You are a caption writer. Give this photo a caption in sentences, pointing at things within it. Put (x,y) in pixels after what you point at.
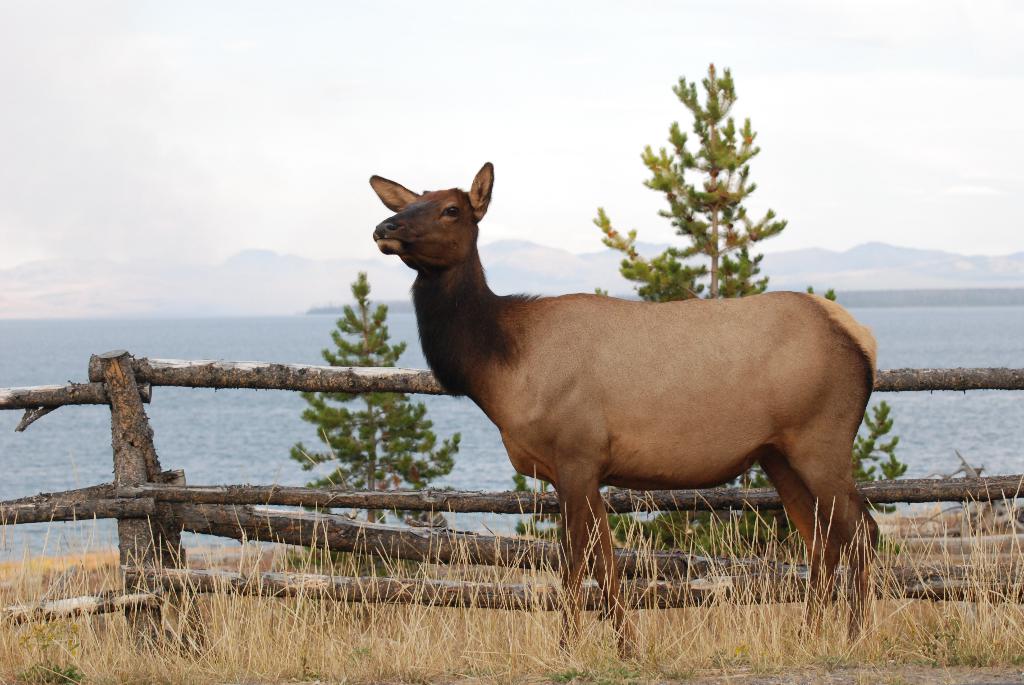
In this picture there is a brown color deer (622,451), standing in the front (522,327). Behind there is a wooden fencing (900,497) and green plants (688,277). In the background (151,355) there is a sea water (202,390).
